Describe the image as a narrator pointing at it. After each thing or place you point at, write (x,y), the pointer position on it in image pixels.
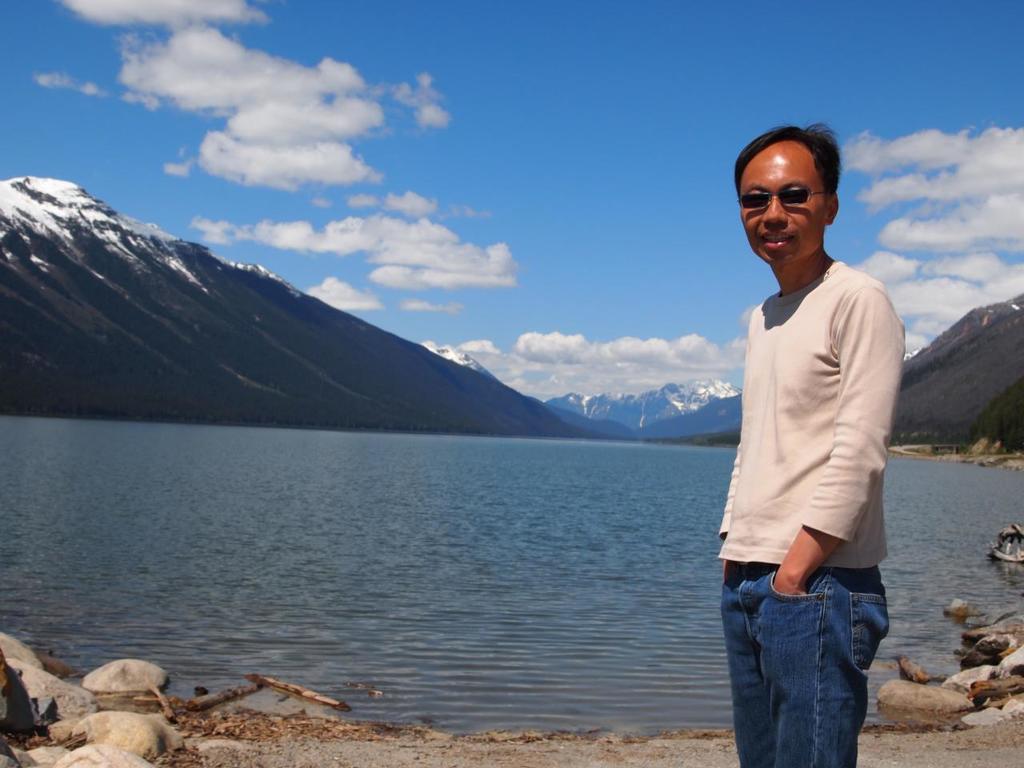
Here we can see a man (836,430) posing to a camera and he has goggles (776,203). This is water (469,482). In the background (15,227) we can see mountain (676,407) and sky (523,167) with clouds (850,155).
